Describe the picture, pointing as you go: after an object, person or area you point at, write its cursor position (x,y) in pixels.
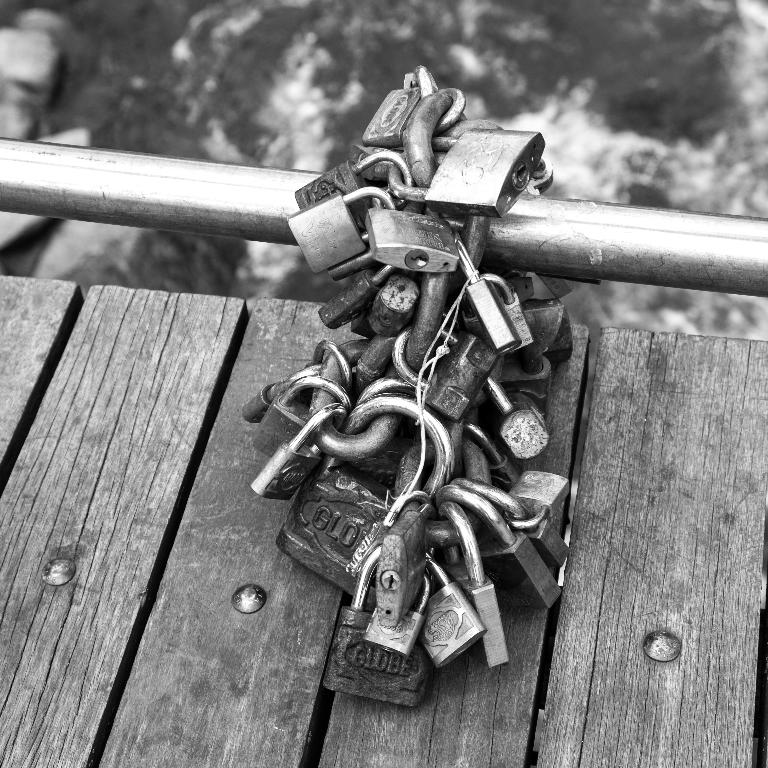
In this image we can see a wooden surface (185,435), locks (398,406) and a rod (560,231).
